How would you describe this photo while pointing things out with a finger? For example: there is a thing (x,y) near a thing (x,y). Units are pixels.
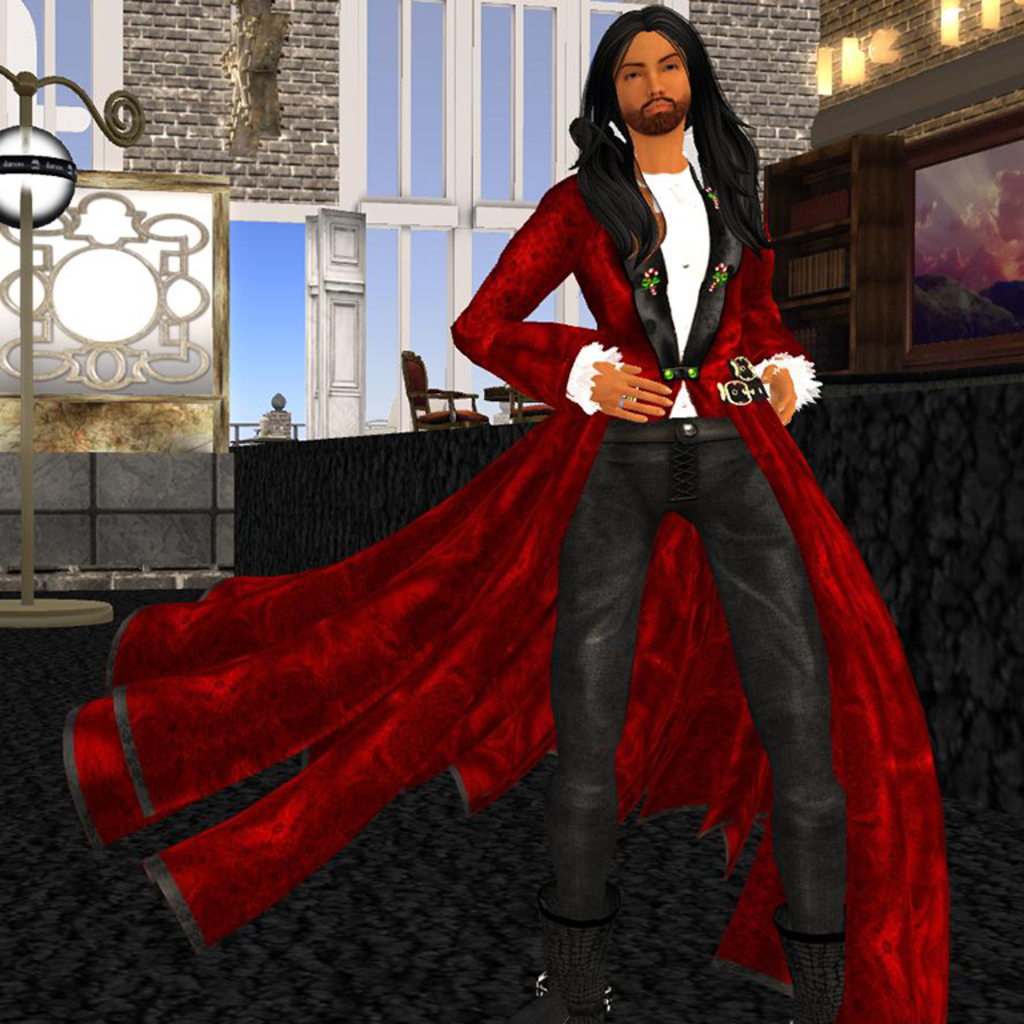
Animated picture. In this picture we can see a person (770,613) is standing. Background (318,343) there are glass windows (526,205), door (353,218), light pole (121,135), chair (475,424), rack (866,223), lights (992,23) and picture (989,230).
